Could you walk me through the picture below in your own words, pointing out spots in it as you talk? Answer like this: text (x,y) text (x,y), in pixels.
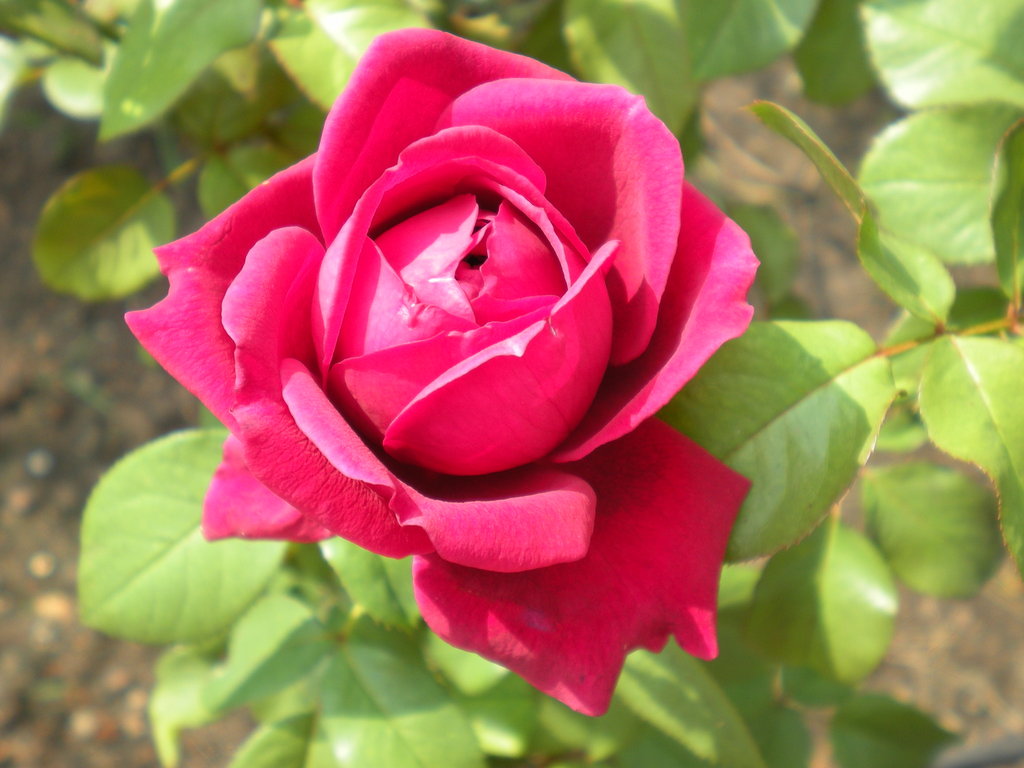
In this image we can see a flower (353,442) to the plant (352,657).
